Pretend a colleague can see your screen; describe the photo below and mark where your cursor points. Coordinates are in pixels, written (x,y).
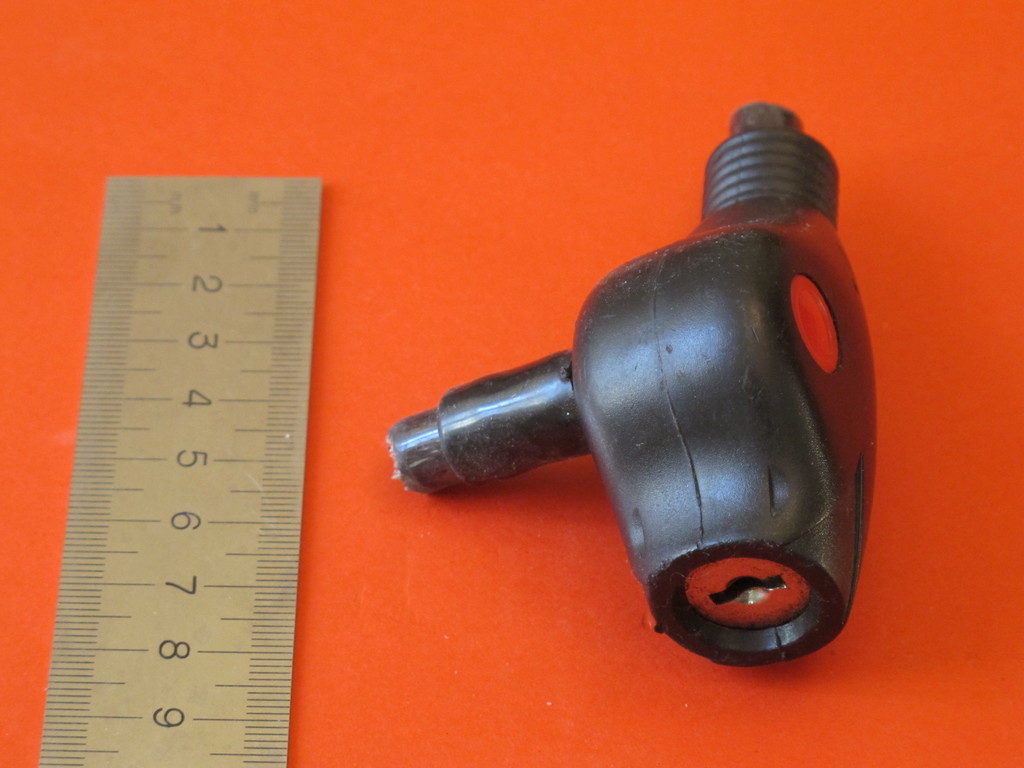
In this picture there is a scale (163,249) and another object (676,305) in the image.
